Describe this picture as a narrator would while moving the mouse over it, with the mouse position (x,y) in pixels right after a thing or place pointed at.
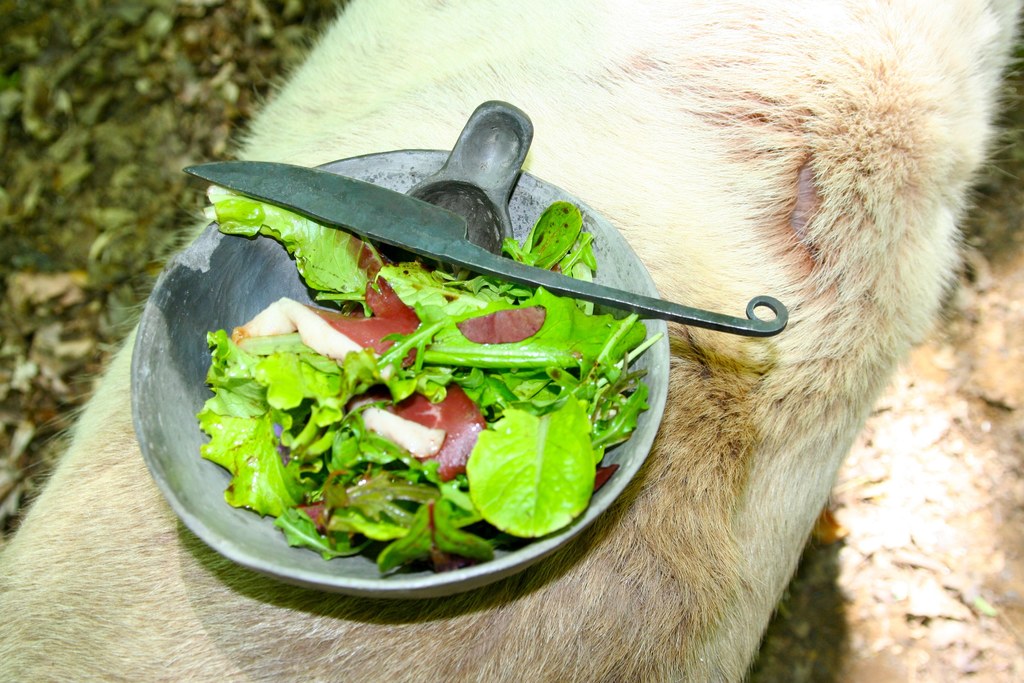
In this picture there are leaves (444,346) in the bowl (641,276). On the bowl (372,250) there is a knife (276,178). The bowl (300,550) is placed on an animal (661,118).
